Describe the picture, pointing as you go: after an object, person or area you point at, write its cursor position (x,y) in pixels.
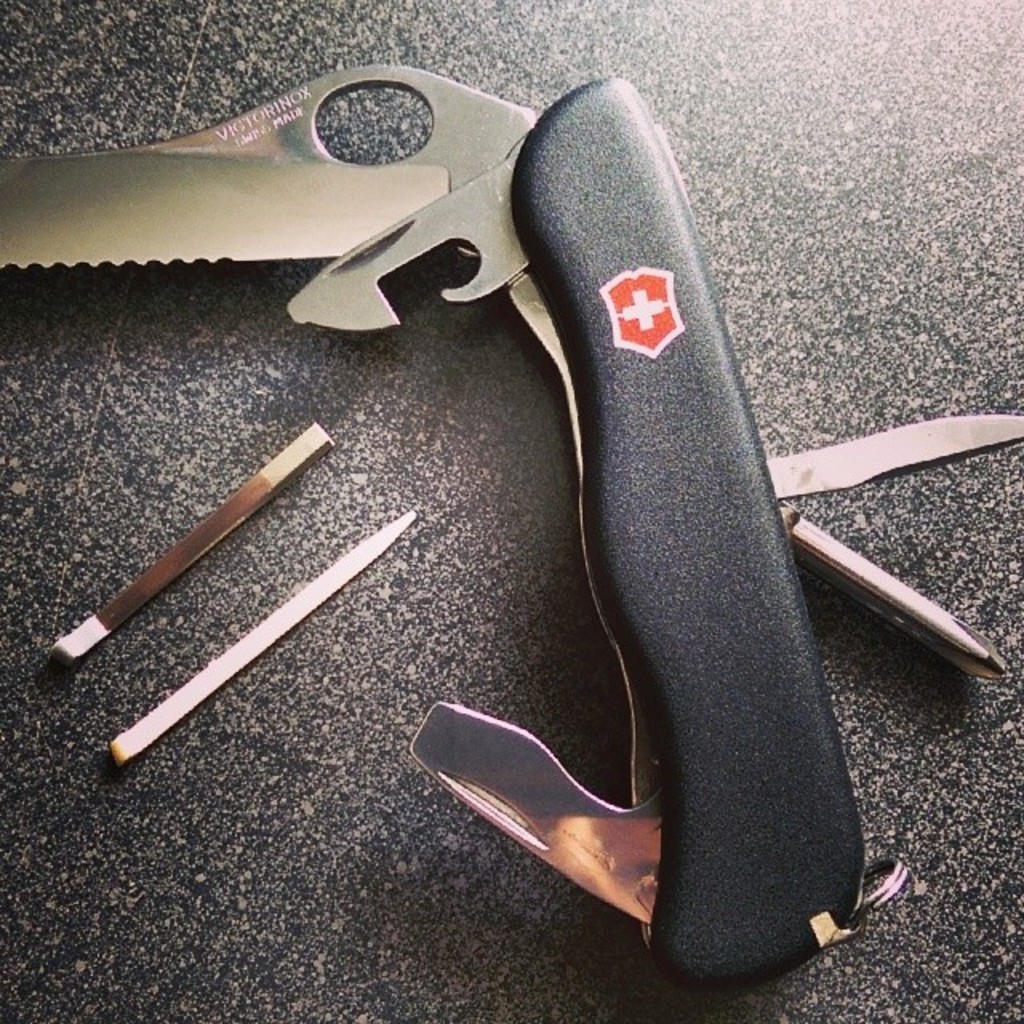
In this picture there are small objects (133,594) and a knife like object (538,336), on a black surface (289,422).
